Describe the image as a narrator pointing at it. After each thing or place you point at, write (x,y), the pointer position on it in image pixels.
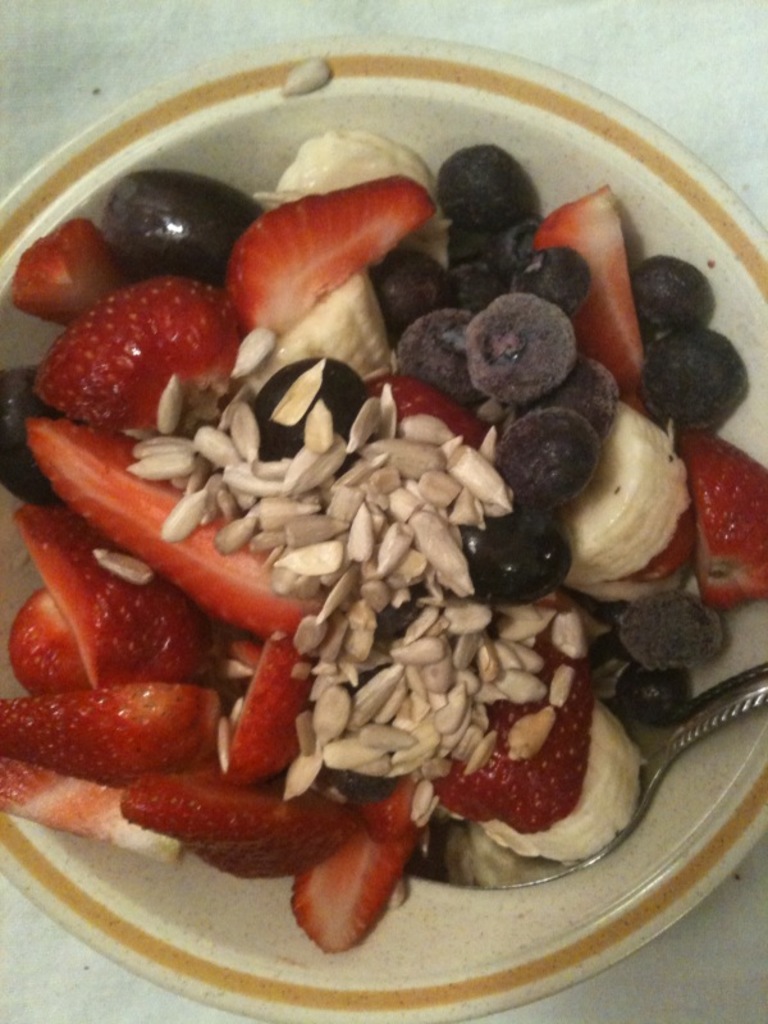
In this image, we can see a bowl (115,869), in that bowl (121,880) there are some red color strawberry pieces (134,719) and there are some black color grapes (590,423) and there are some banana pieces (649,503), there is a spoon (515,861) kept in the bowl (528,895).
